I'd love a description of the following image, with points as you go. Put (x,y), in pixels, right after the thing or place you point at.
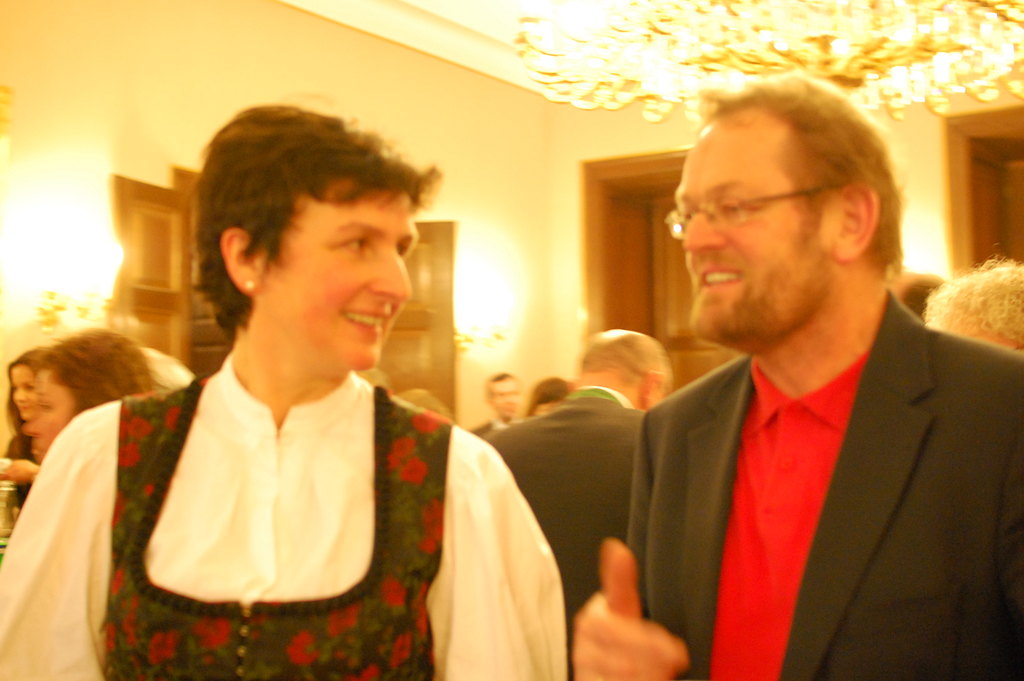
In a room (112,204) there are two people (248,492) talking to each other in the front (393,488) and behind them there are many other people (54,361), in background (587,241) there are few doors (607,232) in between the wall (418,151). There are beautiful lights (670,29) hanged to the ceiling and also they are fit beside the doors (413,248).
